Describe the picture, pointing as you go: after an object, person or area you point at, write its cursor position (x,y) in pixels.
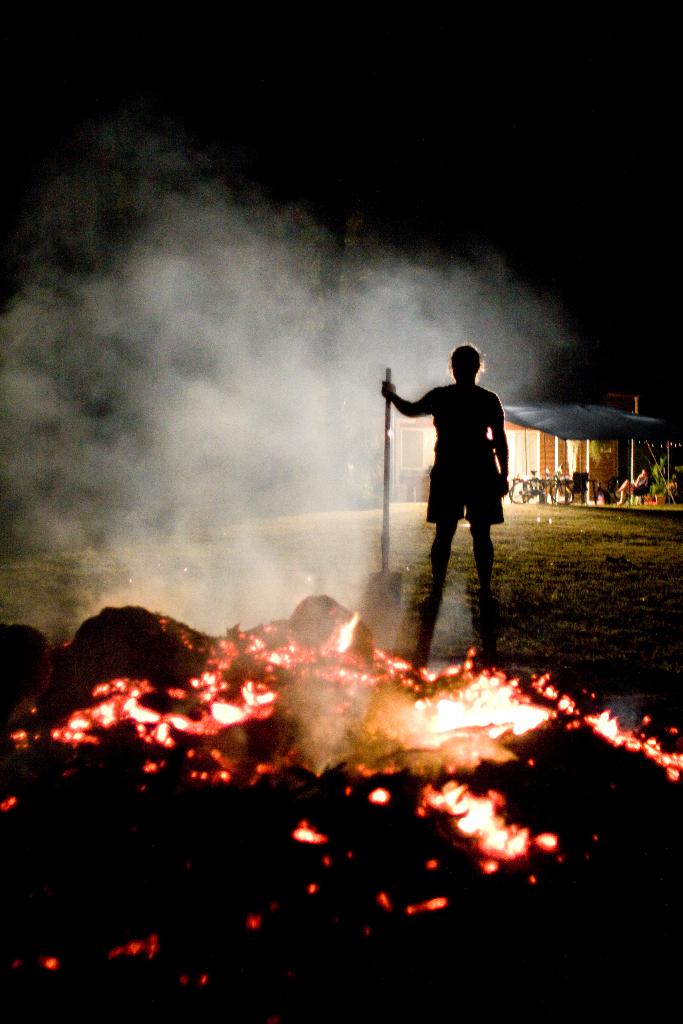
In this image there is a person (452,513) standing on the ground (457,540). The person (436,560) is holding an object (371,583) in a hand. There is grass (636,563) on the ground (607,553). Behind the person (481,424) there is a house (517,420). At the top (375,146) there is the sky (365,163). At the bottom (175,900) there is burning coal (477,825) and fumes (156,481).
